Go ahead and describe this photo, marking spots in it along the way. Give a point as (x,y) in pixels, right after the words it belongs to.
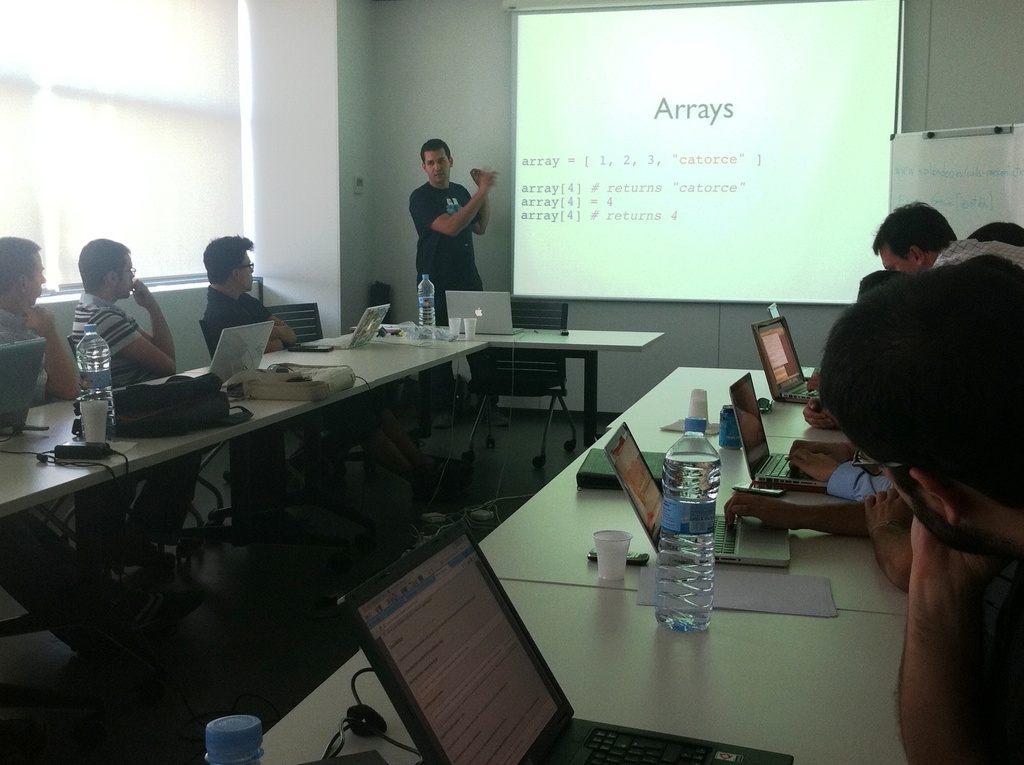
This picture is clicked inside the room (508,597). In the center (404,354) we can see the tables (568,501) on the top of which bags (142,419), laptops (257,336), water bottles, glasses (601,569), papers (779,591) and some other objects (100,452) are placed and we can see the chairs (305,311) and group of persons (264,308) sitting on the chairs (490,436) and we can see a person (480,176) holding an object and standing on the floor (525,436). In the background (394,165) we can see the wall (395,135), window blind (121,109) and a projector screen (693,92) on which we can see the text (615,169). In the background (929,197) we can see some other objects (967,149).
